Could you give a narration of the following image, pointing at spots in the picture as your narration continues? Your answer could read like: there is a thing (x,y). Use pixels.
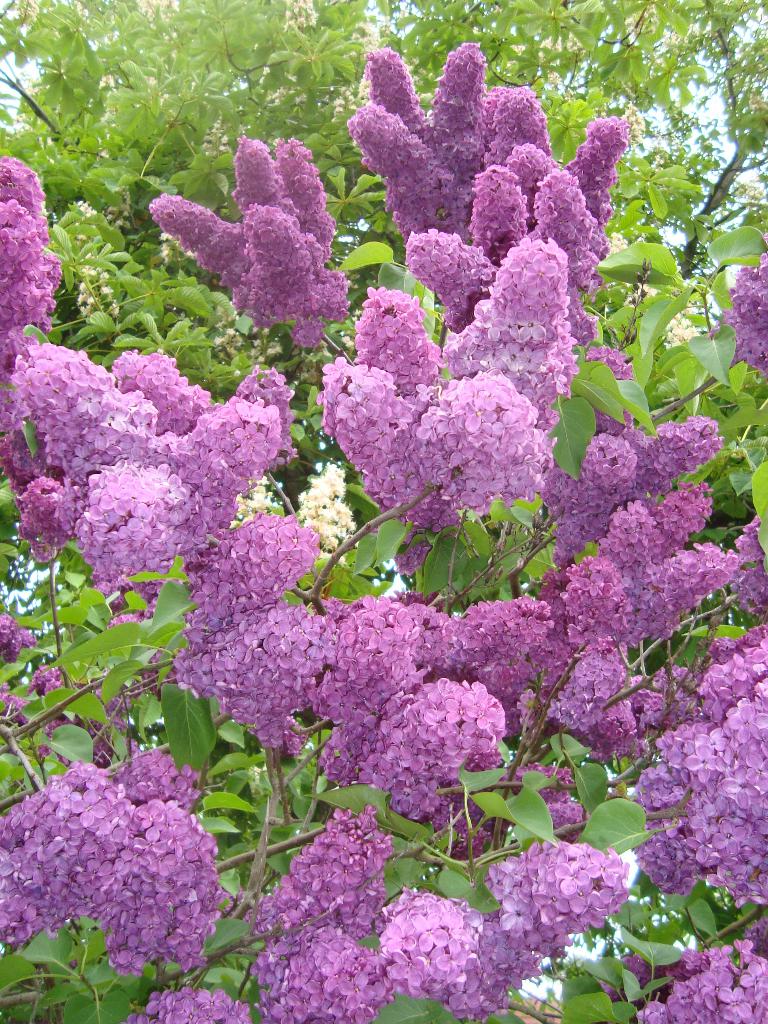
In this image I can see few flowers (745,674) in purple color. In the background (437,29) I can see few trees (523,68) in green color and the sky (25,65) is in white color.
